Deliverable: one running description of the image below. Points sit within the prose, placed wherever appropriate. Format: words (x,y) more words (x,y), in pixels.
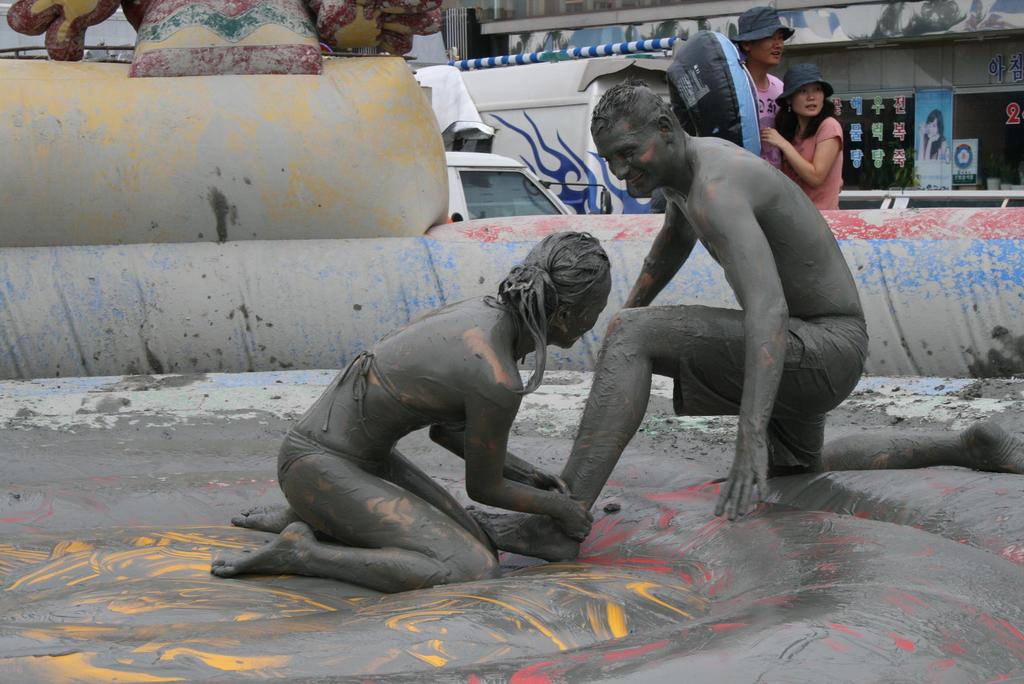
In this image a person (472,451) is holding the leg (572,474) of the other person (734,402). Right side (827,192) there are two persons (784,135) standing. They are wearing caps (761,36). Behind them there are few vehicles (580,122). Background (966,12) there is a building (877,36) having few posters (972,154) attached to the wall (847,43).
